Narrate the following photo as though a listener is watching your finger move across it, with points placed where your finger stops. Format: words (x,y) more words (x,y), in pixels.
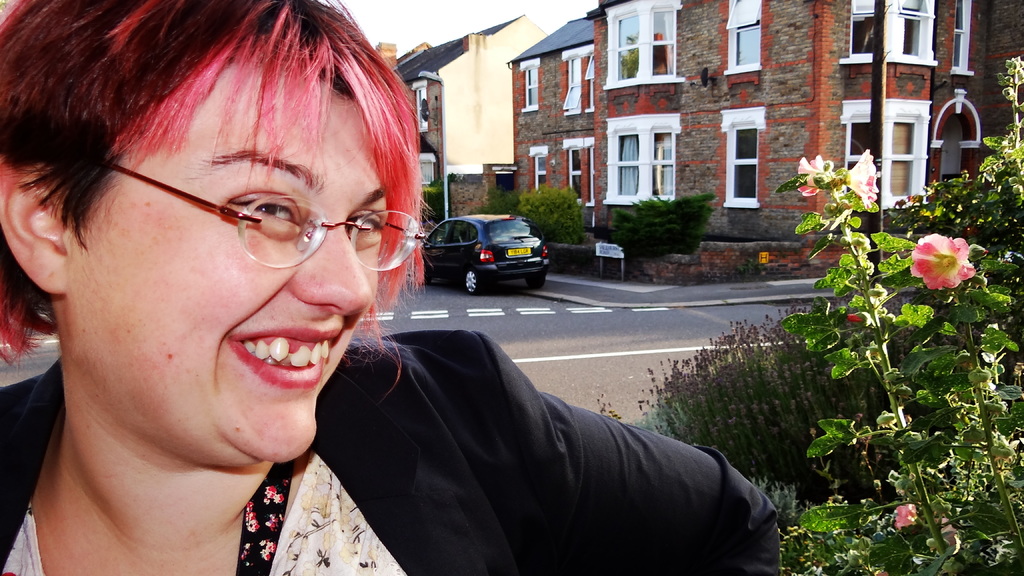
Here we can see a woman (322,297). She is smiling and she has spectacles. There is a car (491,214) on the road (676,323). Here we can see plants (1019,320), flowers (901,512), boards (614,245), poles (880,230), and buildings (992,125).
